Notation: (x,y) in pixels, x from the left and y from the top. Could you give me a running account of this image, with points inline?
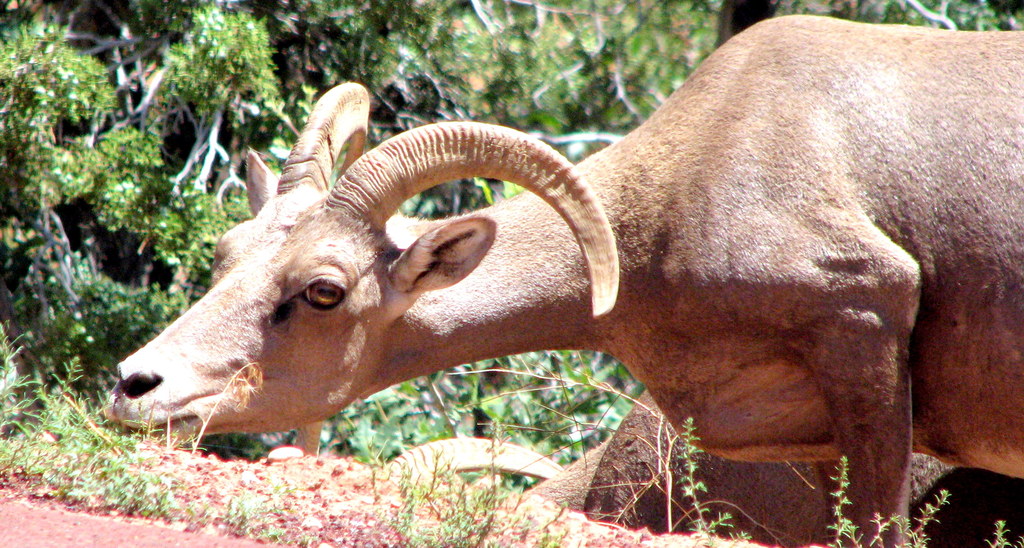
In this image we can see many trees (565,58) and plants (120,473). There are few animals (678,511) in the image.
